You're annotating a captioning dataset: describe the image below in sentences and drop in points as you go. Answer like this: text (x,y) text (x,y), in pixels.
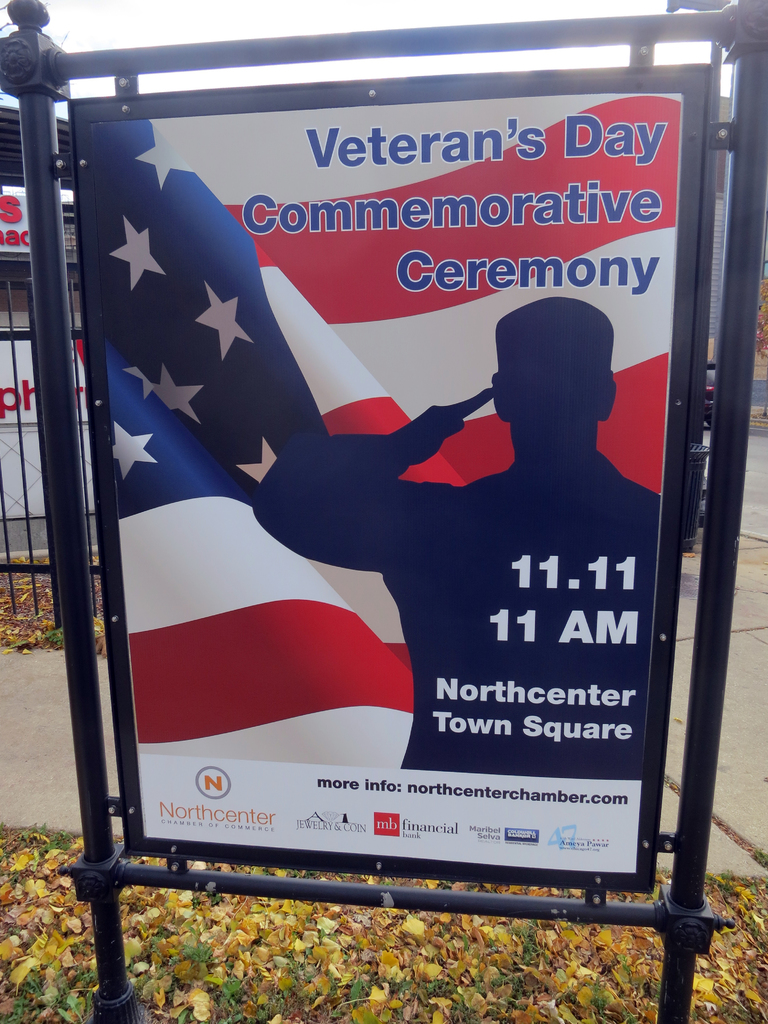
In this picture we can see a board (558,362). There are some leaves (340,878) on the path (13,819).
